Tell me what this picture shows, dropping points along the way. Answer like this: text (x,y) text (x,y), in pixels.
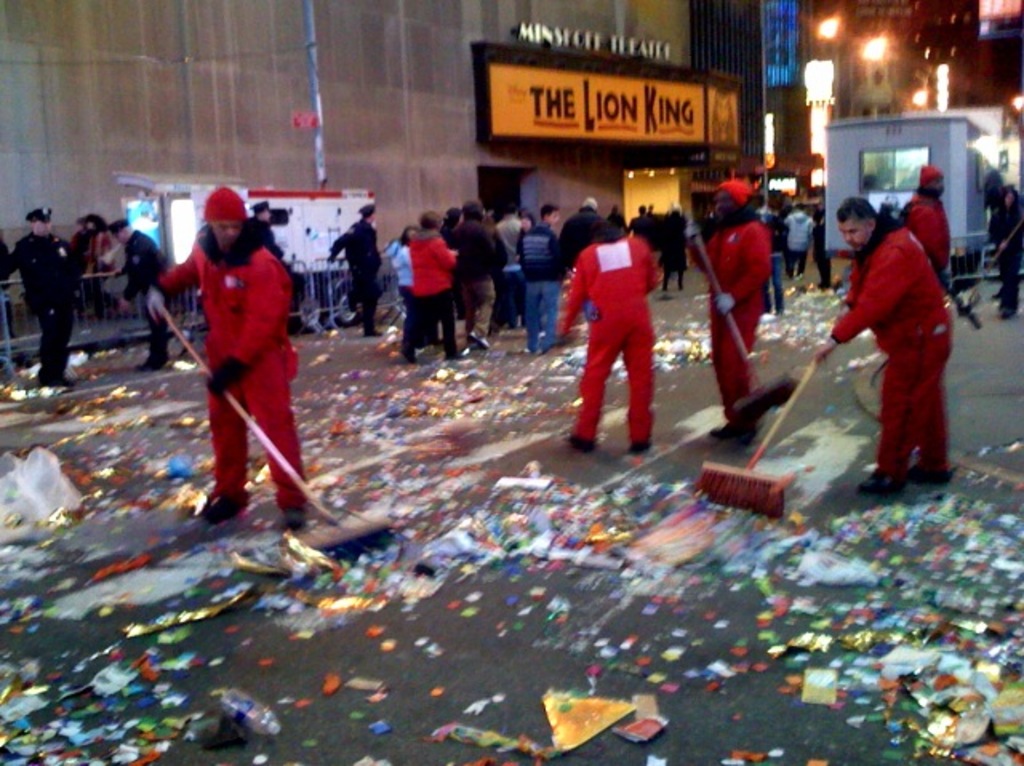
This is a blur image. In this image I can see a group of people (524,256) on the road (834,264) among them, some people (881,226) are cleaning the road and some of them are walking. I can see the buildings (707,97) with some text (548,105) and lights (862,52) at the top of the image (715,44).
